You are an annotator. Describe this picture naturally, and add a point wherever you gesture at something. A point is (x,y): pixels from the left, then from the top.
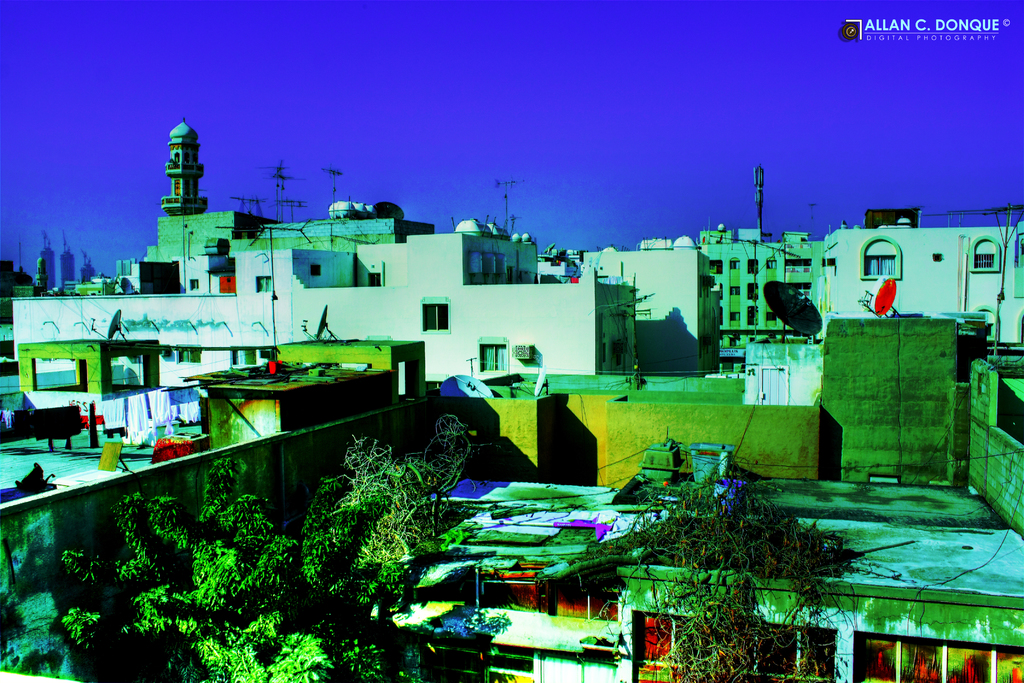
In the image there are trees (232,555) in the foreground (358,611) and behind the trees (368,481) there are buildings (465,348).
